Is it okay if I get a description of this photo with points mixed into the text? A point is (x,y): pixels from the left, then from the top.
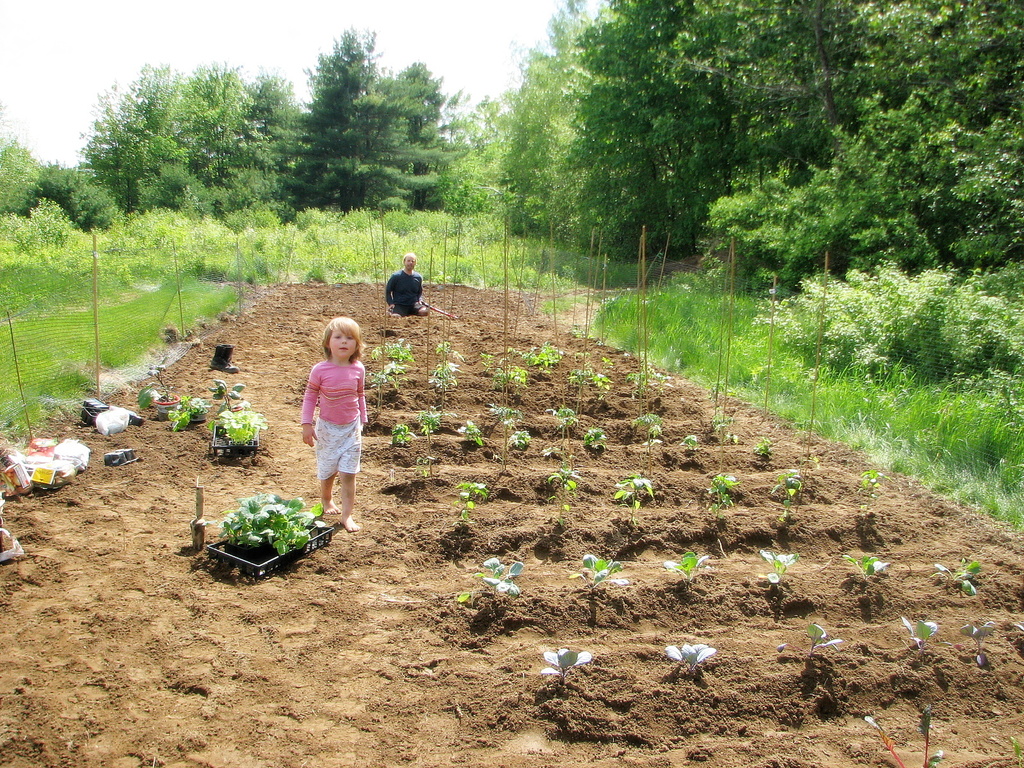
This is an outside view. In the middle of the image (364,390) there is a baby (336,421) standing on the ground (354,546) and looking at the picture. In the background (403,309) there is a person (398,301) sitting. Here I can see many plants (494,572). On the left side (67,465) there are few objects (86,451) placed on the ground (69,538). On the right (883,349) and left side of the image (134,318) I can see the fencing (51,351). Behind there are many plants (883,326) and grass (756,327). In the background (577,158) there are trees (181,141). At the top of the image (124,15) I can see the sky (24,50).
